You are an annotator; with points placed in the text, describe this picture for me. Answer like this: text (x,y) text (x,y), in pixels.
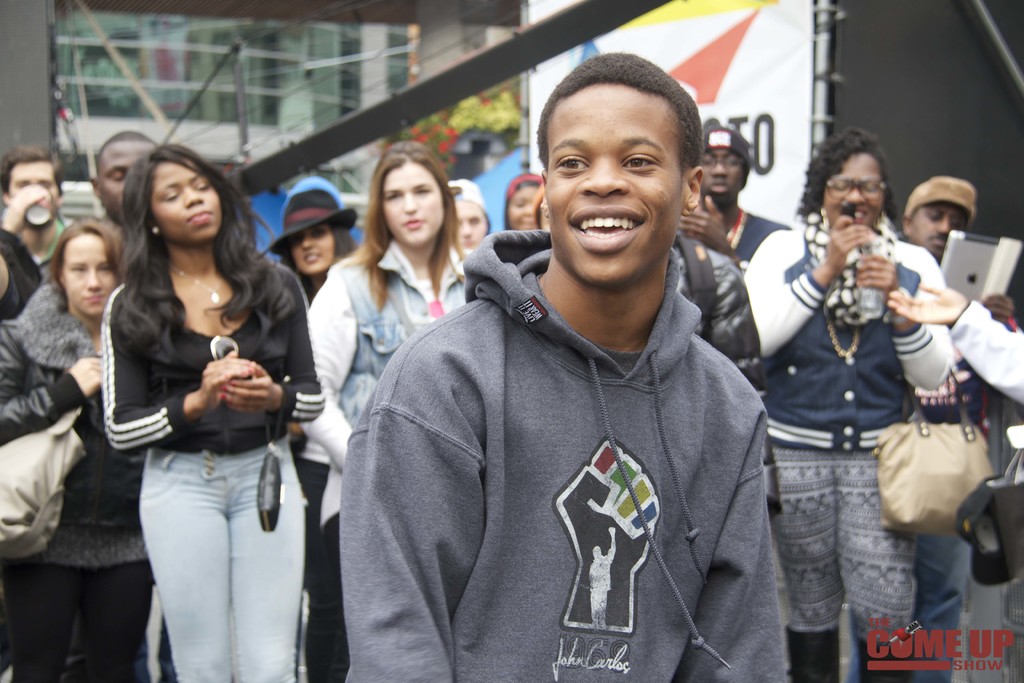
In this image there is a person (503,332) standing and smiling, and in the background (428,289) there are group of persons (354,334) standing and holding some objects (974,552), building (297,18), banner (677,58) and a watermark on the image.
